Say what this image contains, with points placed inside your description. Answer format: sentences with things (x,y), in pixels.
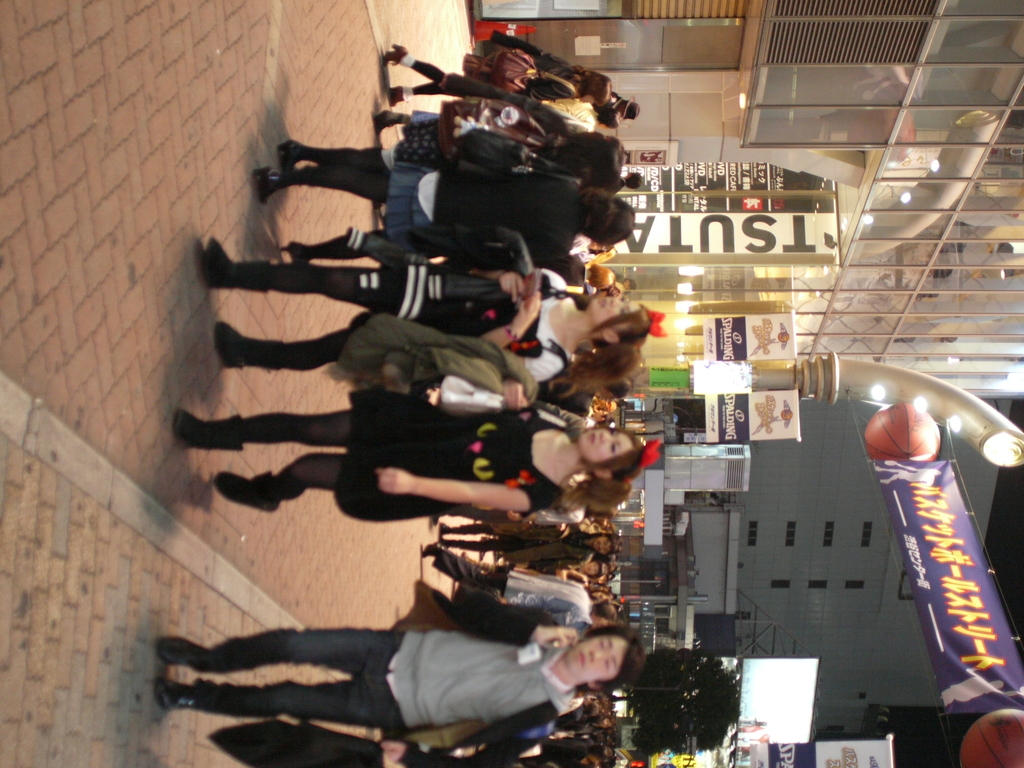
In this image I can see number of persons (462,418) are standing on the road (61,281). I can see a huge banner (950,584), few lights (717,389) to the pole (901,390), few buildings (690,82), few trees (717,700), few boards (786,677) and the dark sky (1004,502) in the background (890,712).
